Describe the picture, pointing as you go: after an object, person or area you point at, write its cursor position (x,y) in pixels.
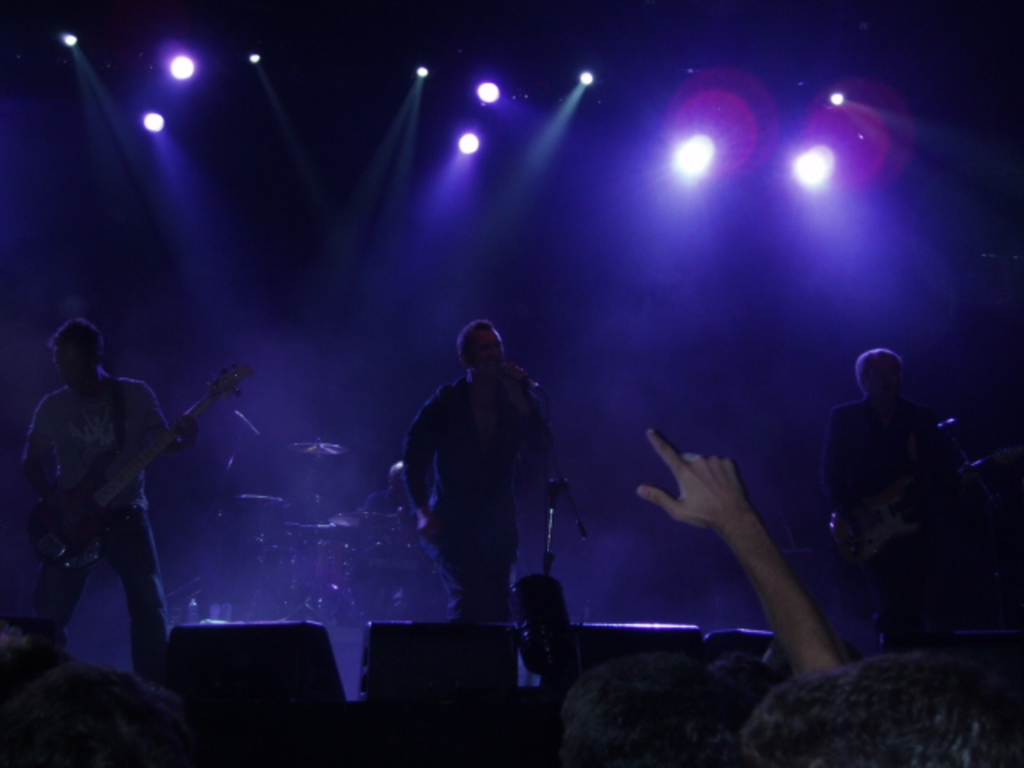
In this image I can see heads (736,727) of few persons (624,715) and the stage (343,652). I can see three persons (416,483) standing on the stage (351,640), two of them holding musical instruments (75,498) in their hands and I can see few microphones (547,543) in front of them. In the background (396,466) I can see a person (398,481) sitting in front of few musical instruments (294,556), few lights (469,148) and the dark background (330,26).
